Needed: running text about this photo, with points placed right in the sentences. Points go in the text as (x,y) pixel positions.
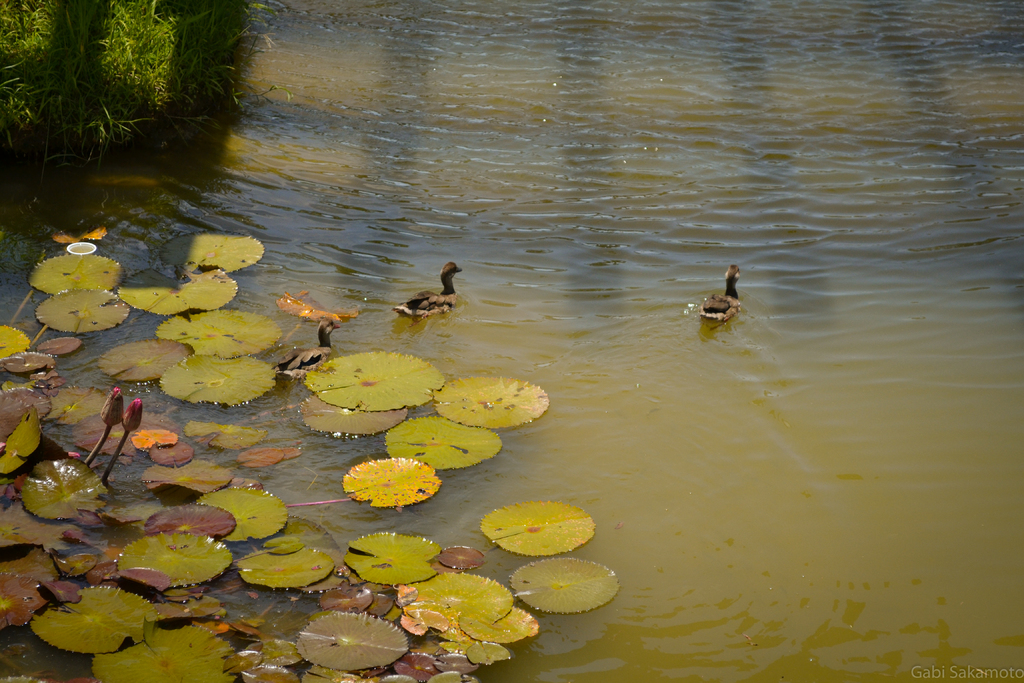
In this picture I can see ducks (313,356) in the water (428,355), there are leaves (170,473) and flower buds (131,429) on the water (530,463), there is grass (153,43), and there is a watermark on the image.
